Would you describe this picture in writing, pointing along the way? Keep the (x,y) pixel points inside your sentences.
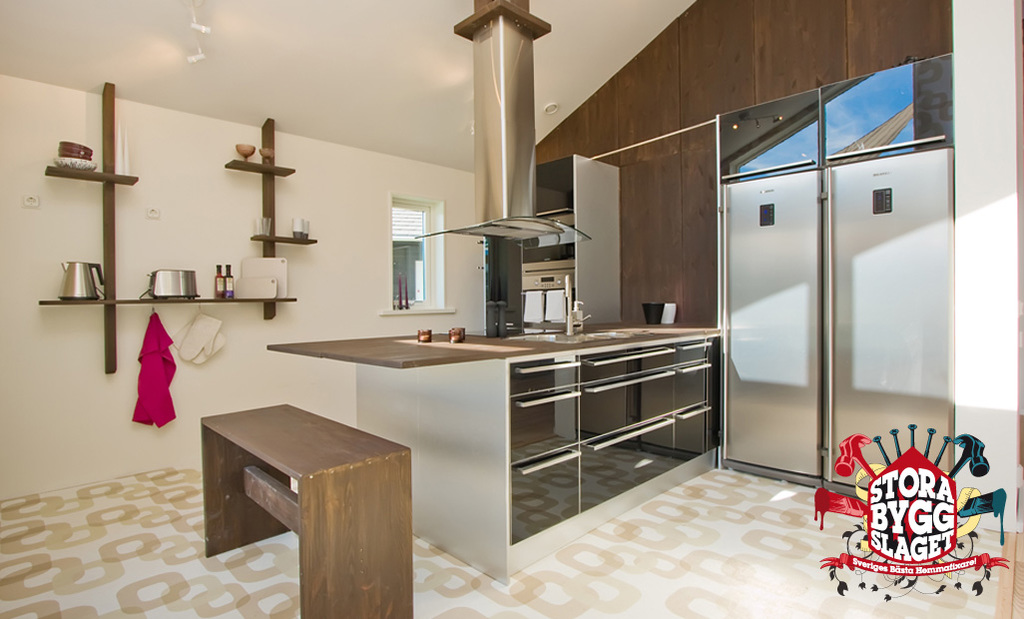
In this picture I can see there is a kitchen set up (596,352) and there are few utensils (220,288) placed on the shelf (147,305) at left side (159,274). There are few drawers (569,397) and there is a window (417,255) in the backdrop (416,242).
